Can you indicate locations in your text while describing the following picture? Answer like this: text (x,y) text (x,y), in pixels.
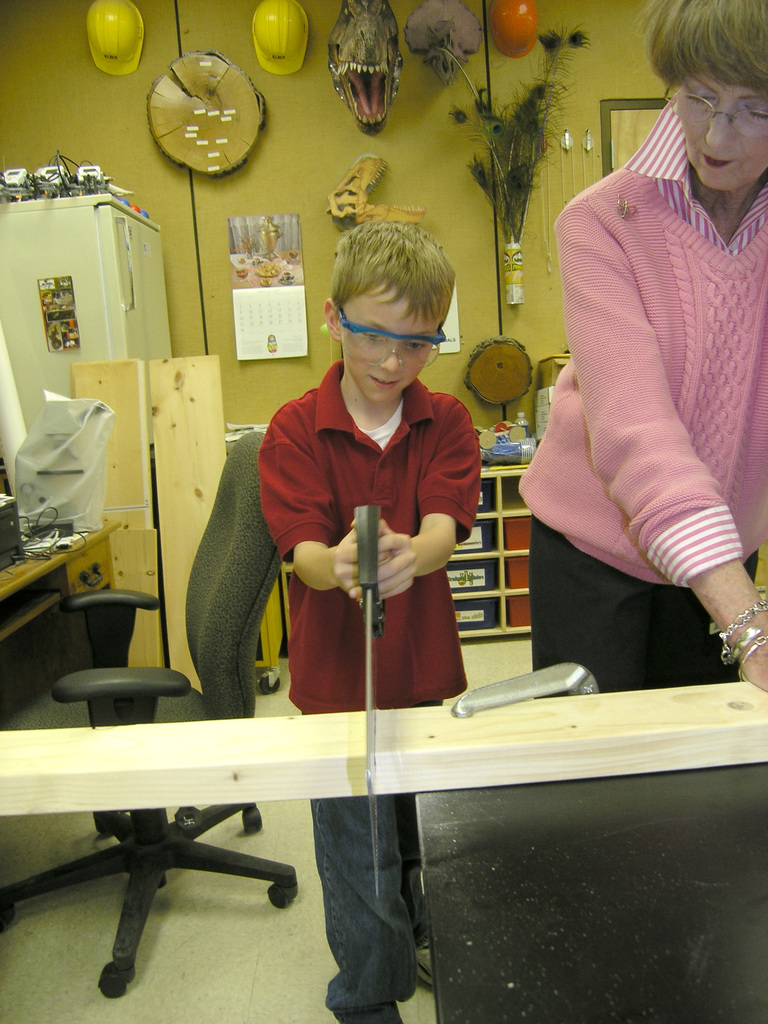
In this image there is a boy (348,471) in the middle (338,612) who is cutting the wood (336,737) with hacksaw (366,737). Beside him there is a woman (687,341). In the background (299,172) there is a wall (313,158) to which there are caps (267,57), calendar (267,255) and a statue (366,89). On the left side (120,594) there is a chair (218,642) in front of the table (63,553). Beside the table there is a cupboard (99,255). On the cupboard (83,238) there are toys (91,182).
